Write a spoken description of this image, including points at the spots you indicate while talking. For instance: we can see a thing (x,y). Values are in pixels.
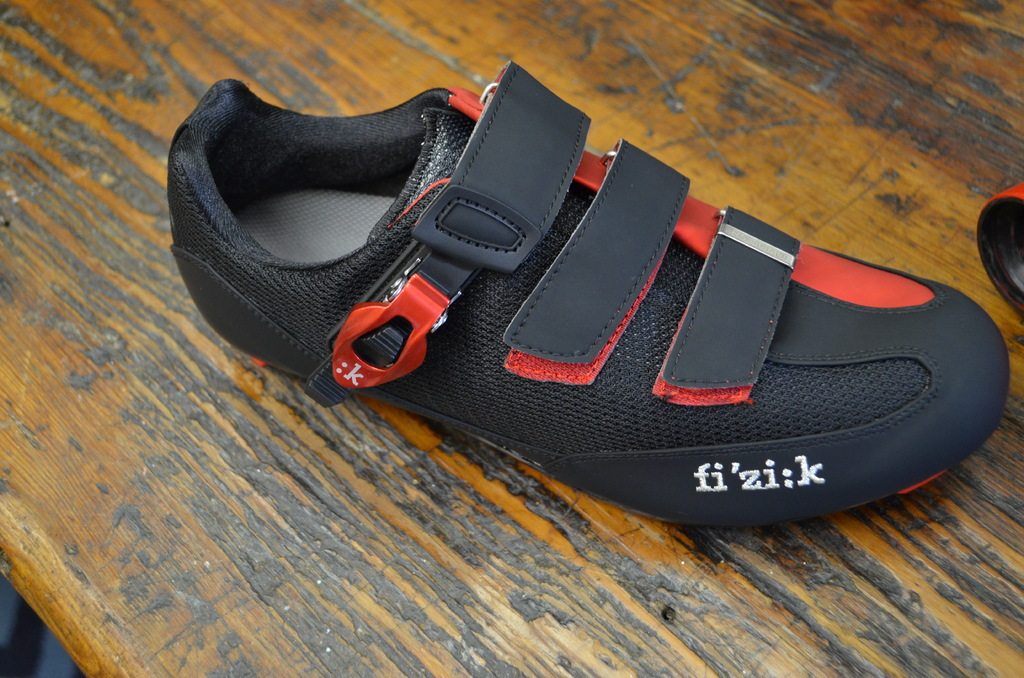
This image consists of a shoe (223,323). It is in black color. It is placed on a table (431,465).
